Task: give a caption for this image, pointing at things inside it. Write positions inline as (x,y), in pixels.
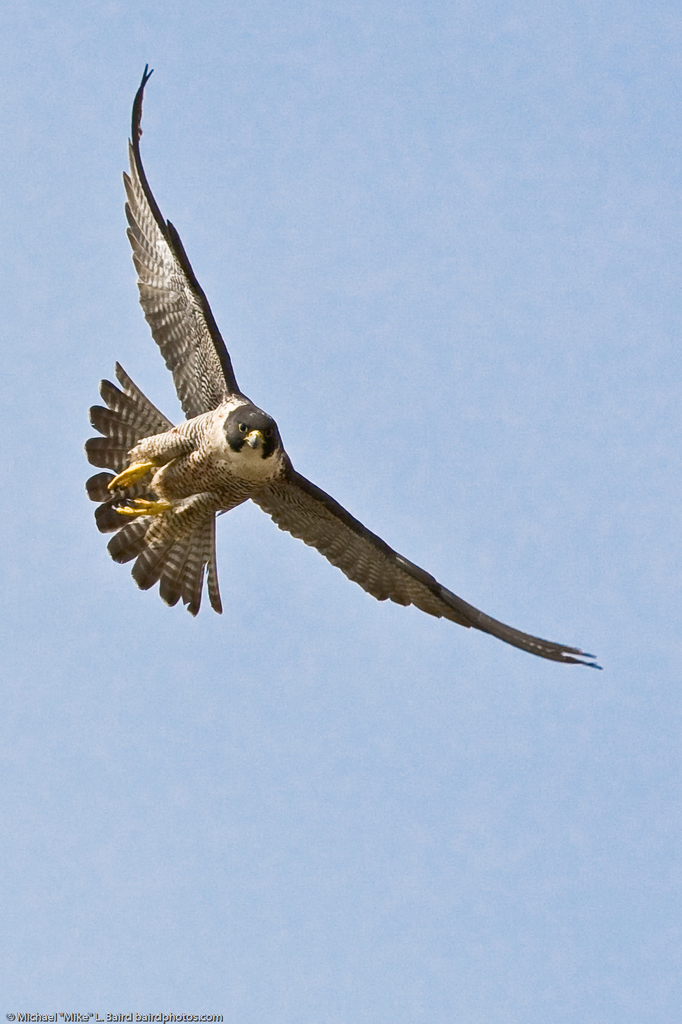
In this picture we can see the brown color falcon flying in the sky (334,357). Behind there is a blue sky (448,453).
